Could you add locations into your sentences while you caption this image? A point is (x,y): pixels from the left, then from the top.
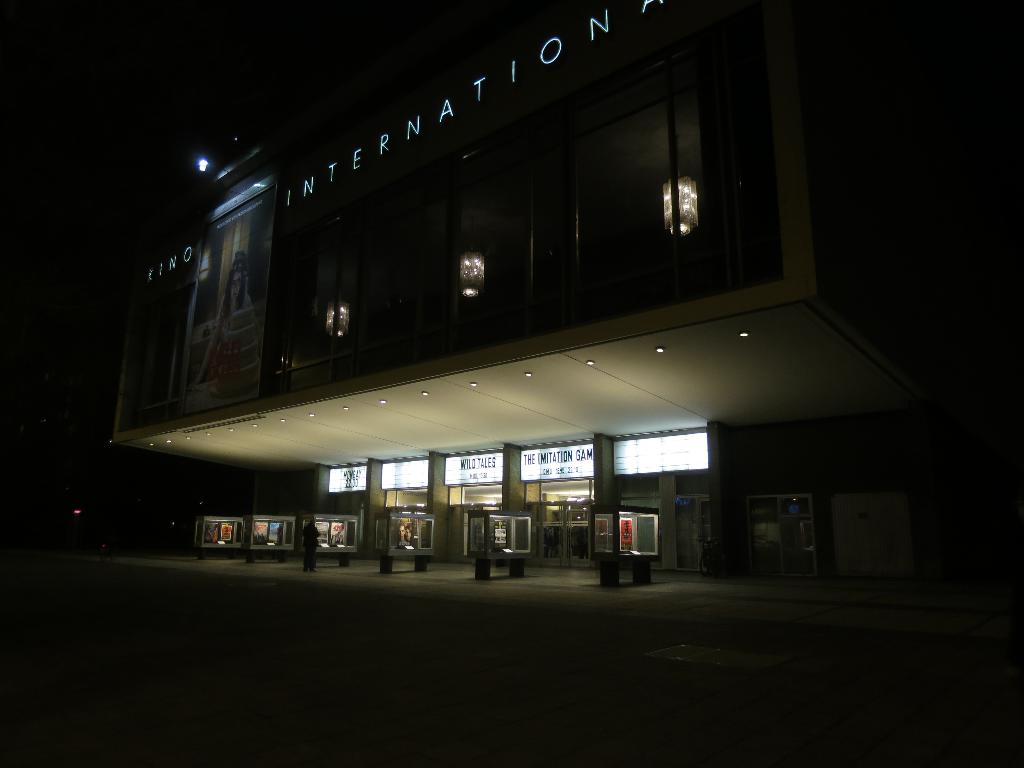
In the image we can see there is a building (470,476) and its written ¨International¨ on the building (554,138).
